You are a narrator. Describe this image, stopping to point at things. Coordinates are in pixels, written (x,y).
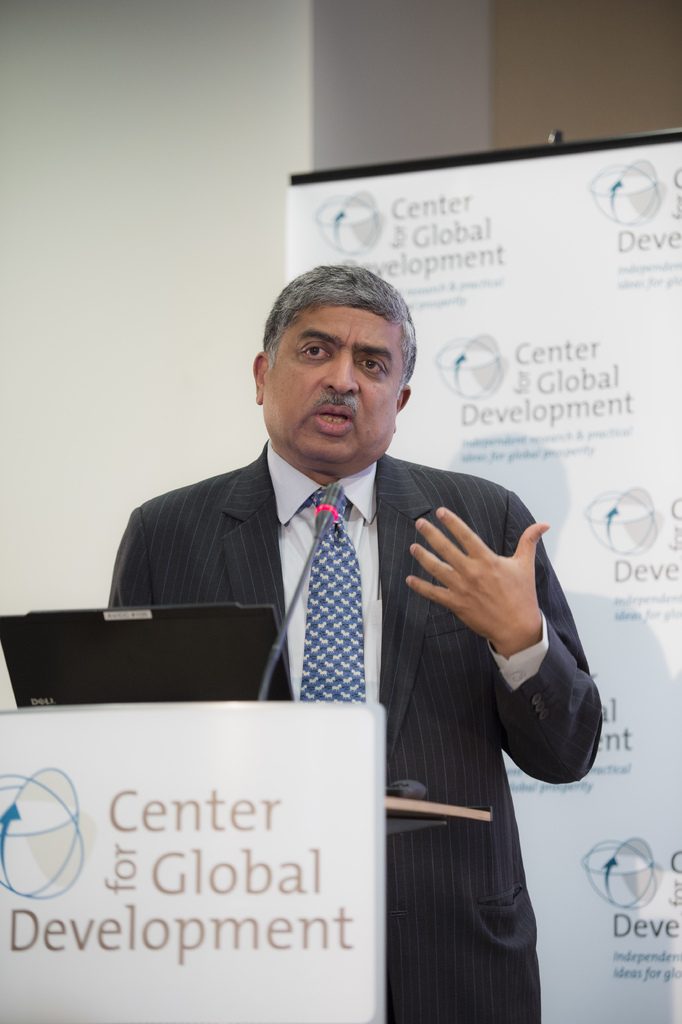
In the picture we can see a man (442,722) wearing suit (431,729) standing behind podium (271,761) on which there is laptop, microphone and in the background (536,218) there is white color sheet (586,336) on which some words (577,426) are written and there is a wall (56,155).
